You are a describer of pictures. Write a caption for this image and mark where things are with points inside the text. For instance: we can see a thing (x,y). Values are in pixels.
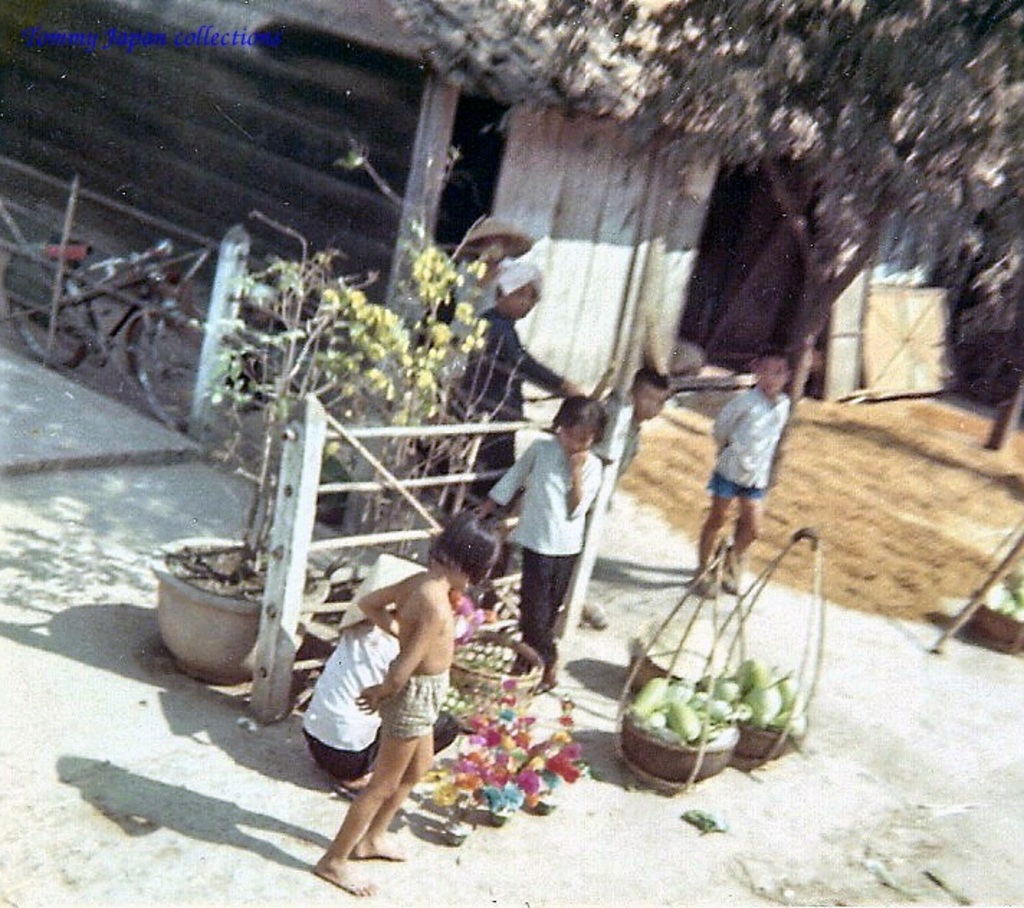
In this picture we can see a few vegetables (659,710) in the baskets (710,757). There are some flower pots (479,805) on the path (422,782). We can see a few bicycles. We can see a house (370,154) and a tree (966,116) in the background (900,71).
